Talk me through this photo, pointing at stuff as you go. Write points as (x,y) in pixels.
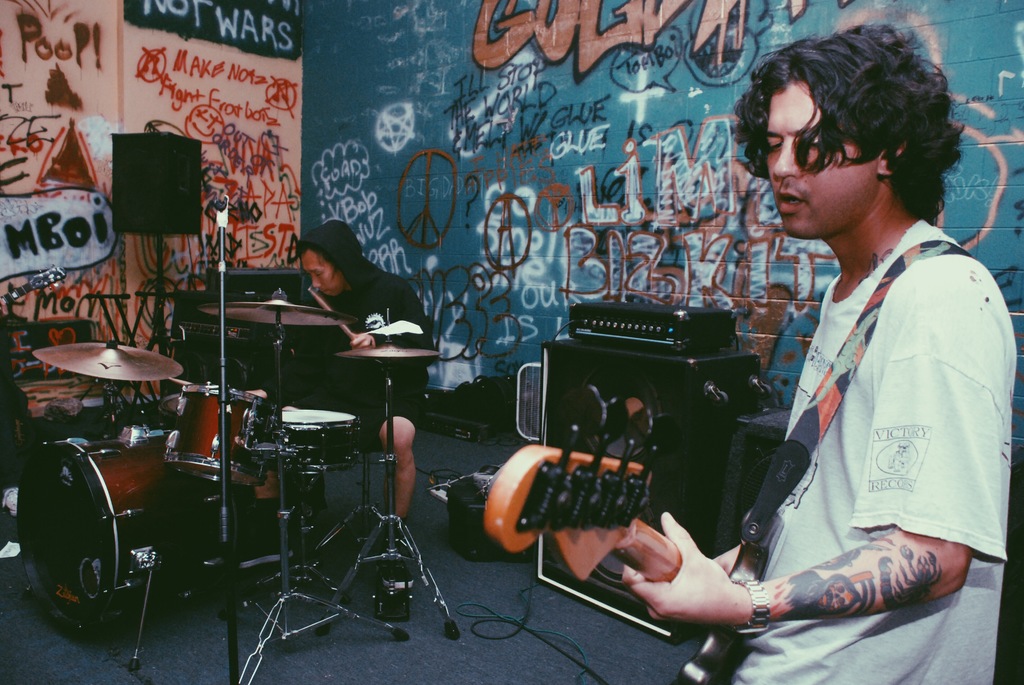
In this image we can see a man (902,412) holding a guitar (672,575) in his hands (731,586) and playing it. In the background (338,282) we can see this man (305,332) is playing the drums (116,472). These are the speaker boxes (158,200) and these walls (438,135) are filled with some painted texts (406,125).
